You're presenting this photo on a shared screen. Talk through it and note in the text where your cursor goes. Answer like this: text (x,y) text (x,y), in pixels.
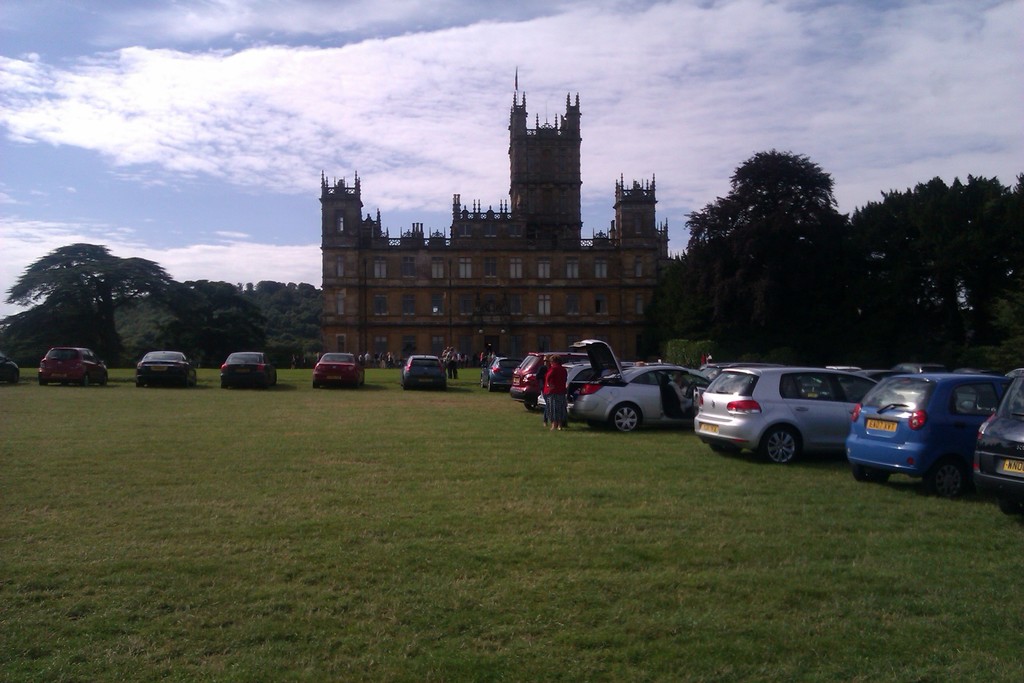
In this image I can see ground (134,371) and I can see cars (67,374) parking on the ground (221,471) I can see a palace (488,281) and trees (302,297) visible in the middle (360,311), in the background (240,106) I can see the sky (873,149) and I can see person (554,374) standing on the ground (542,414) In front of the car (611,418).
